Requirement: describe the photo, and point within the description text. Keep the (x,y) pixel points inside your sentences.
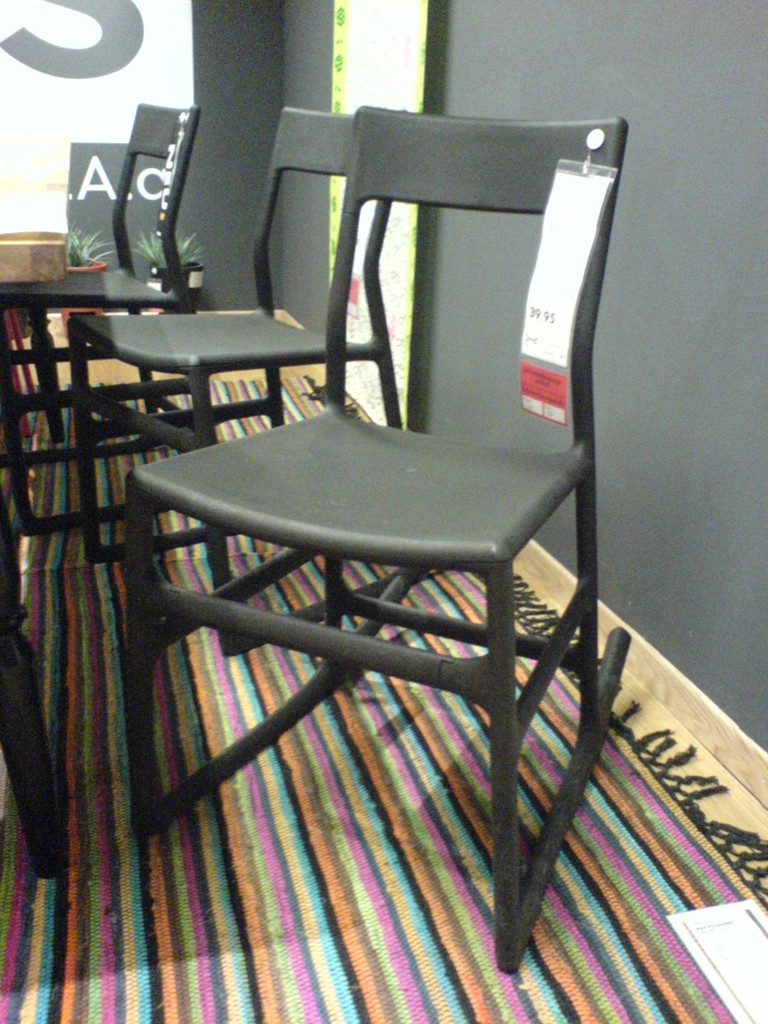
In this image I can see there are three chairs (250,464) kept on the floor (391,899) and i can see flower pot (76,237) and the wall (278,257).
